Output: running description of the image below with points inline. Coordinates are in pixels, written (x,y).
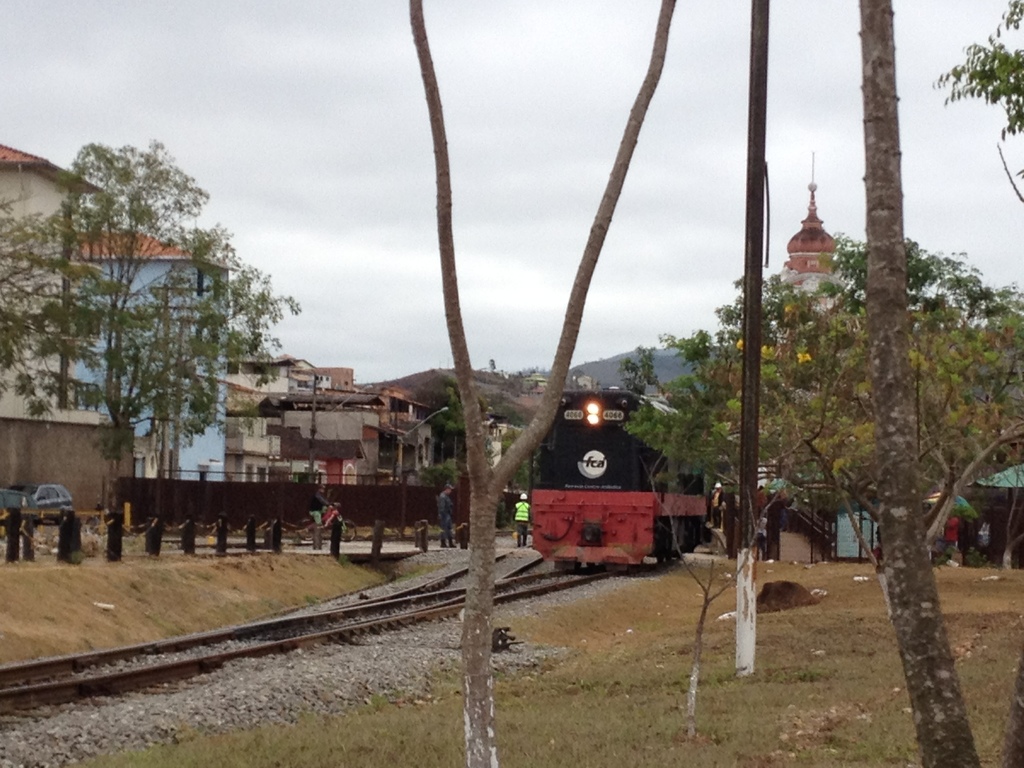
In this image we can see a train (606,528) on a railway track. There is a grassy land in the image. There are many house (268,445) in the image. A person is riding a motorbike (341,520) and two more people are standing.
